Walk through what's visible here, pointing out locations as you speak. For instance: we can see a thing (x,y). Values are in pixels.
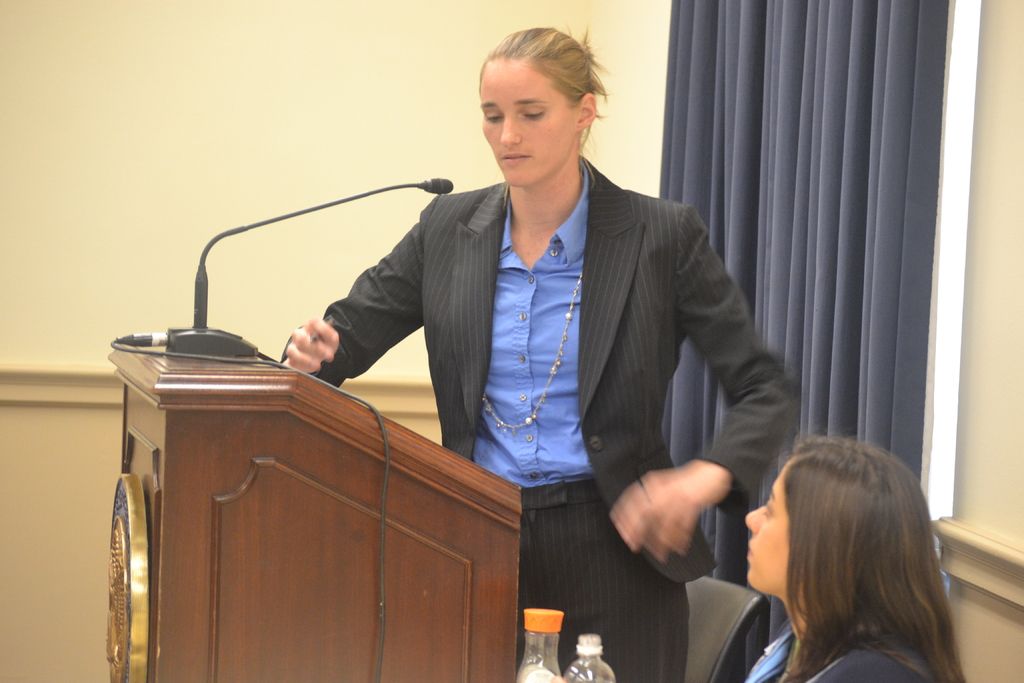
In this image we can see a lady (560,430) standing, before her there is a podium (243,370) and we can see mics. At the bottom (783,638) there is a person (842,604) sitting and we can see bottles (584,637). In the background (250,48) there is a wall (249,65) and we can see a curtain (825,228).
